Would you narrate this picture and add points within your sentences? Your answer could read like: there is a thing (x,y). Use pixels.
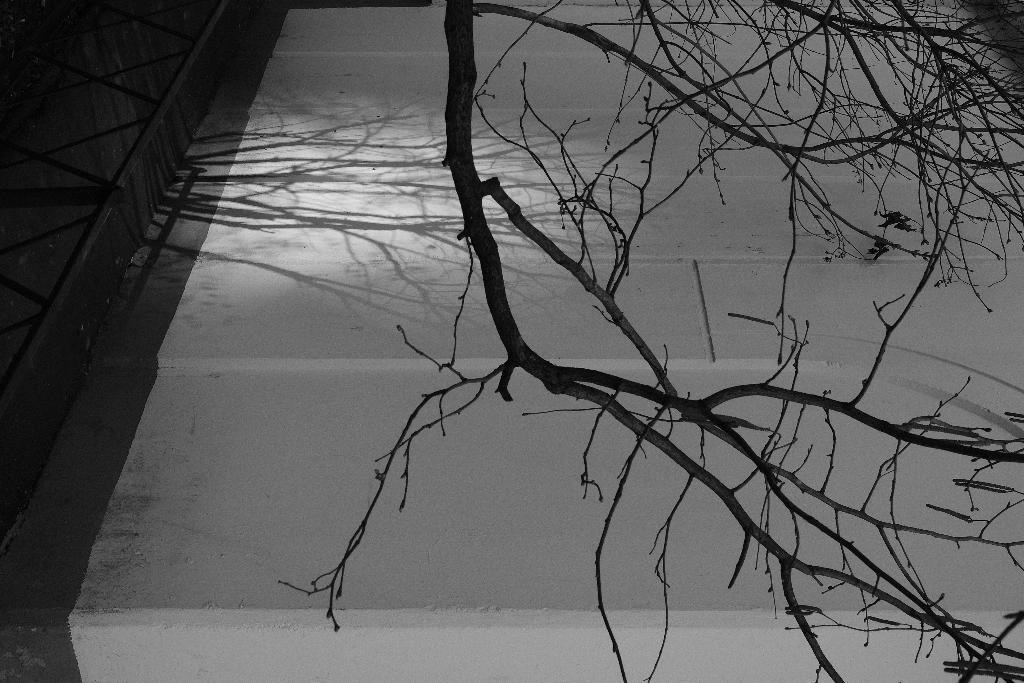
This picture is clicked outside. On the right (859,180) we can see the stems (449,20) and branches (497,10) of a tree (854,548). On the left (137,59) there is an object (69,229). In the background (360,365) there is a ground (365,368).
